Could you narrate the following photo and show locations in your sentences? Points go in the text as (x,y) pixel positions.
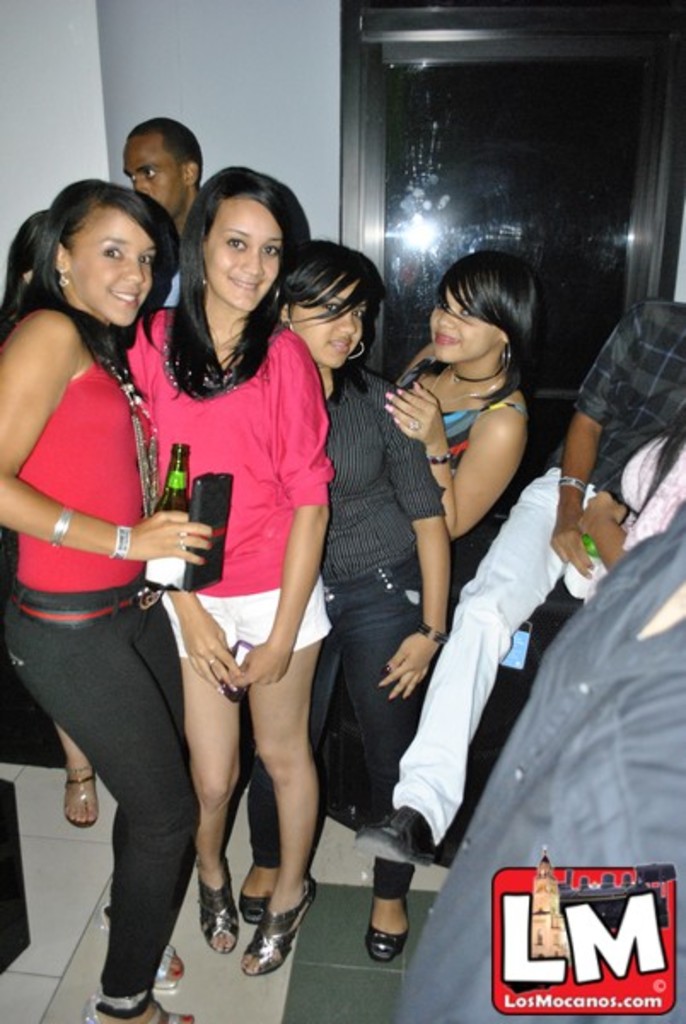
In this image, we can see a group of people (667,357). Few people (48,291) are standing and smiling. Here a woman (76,414) is holding a bottle (165,570) and wallet (221,530). Background (467,149) there is a white wall (252,128), glass door (455,155). On the right side of the image (623,403), a person (634,435) is sitting on the black object (500,691) and holding some object (589,551). At the bottom (295,978), there is a floor (242,990). Right side (621,930) bottom corner, we can see the logo (540,957) and shirt (448,990).
